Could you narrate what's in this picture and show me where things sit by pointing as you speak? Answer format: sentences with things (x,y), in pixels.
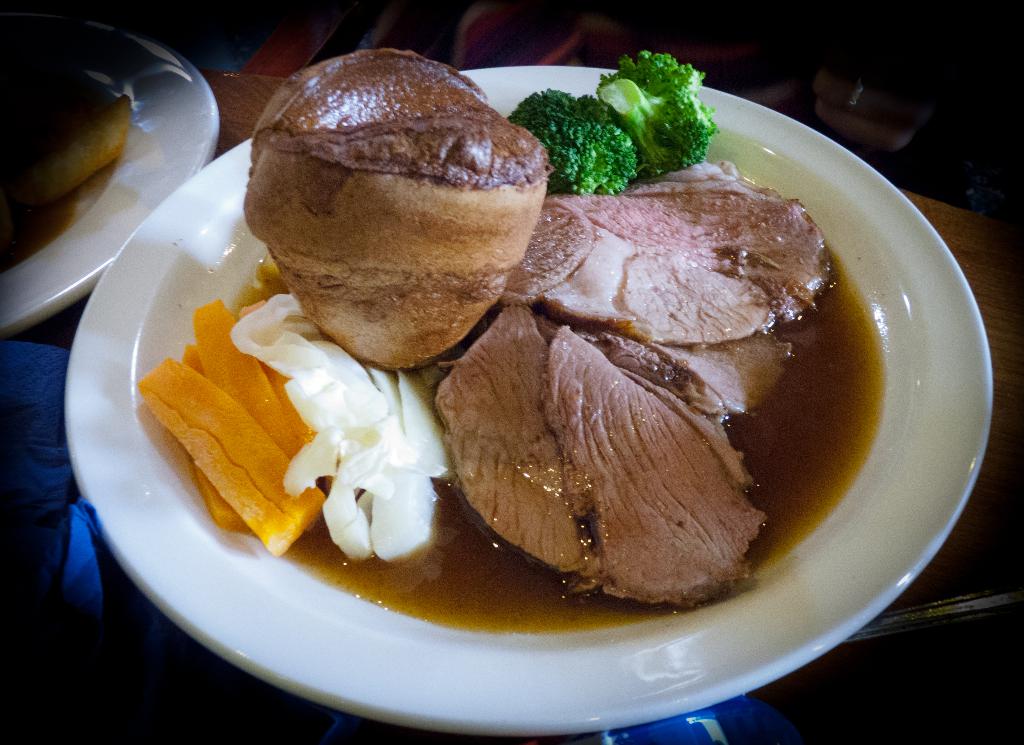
In this picture we can see plates (976,410) with food (305,218) and objects (66,518) on the table (966,561). In the background of the image (801,28) it is dark.
